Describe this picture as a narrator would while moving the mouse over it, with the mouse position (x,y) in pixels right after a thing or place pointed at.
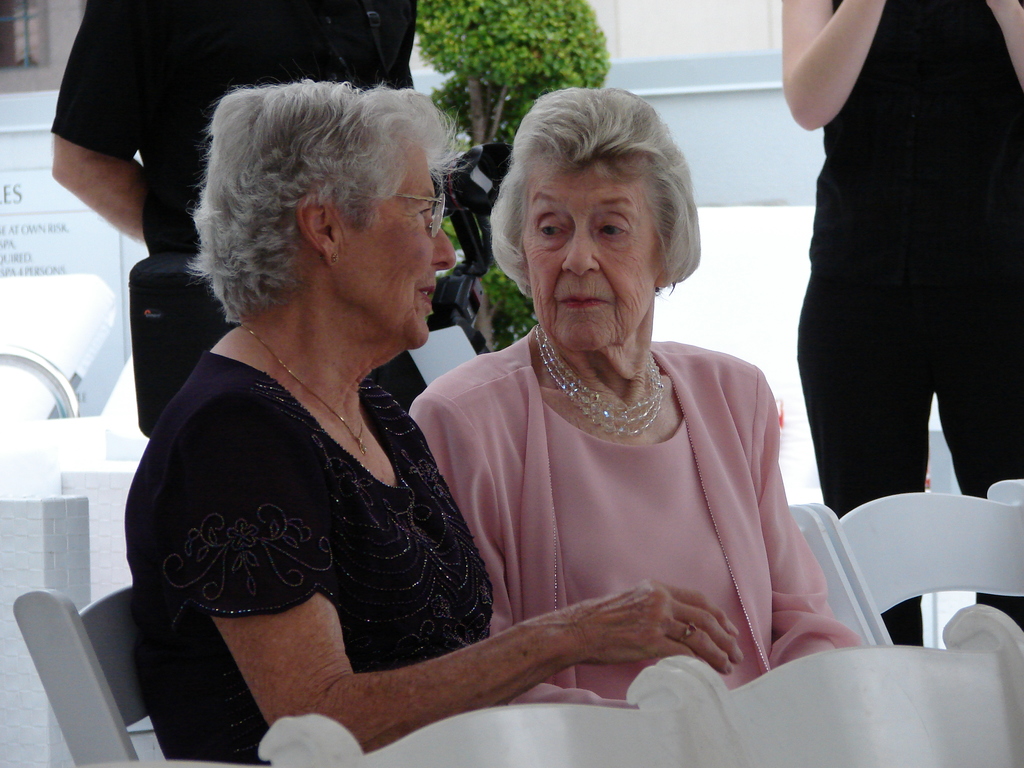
In this image we can see two ladies (425,451) are sitting on the white chair (106,667). One lady (293,583) is wearing black color dress (291,552) and the other one (620,499) is wearing pink color. Behind them one woman (900,194) is standing, she is wearing black color dress (884,206) and the man (268,50) is standing, he is also wearing black color. Bottom of the image (849,709) white chairs (968,691) are there. Background (530,60) one tree (525,47) is present.
